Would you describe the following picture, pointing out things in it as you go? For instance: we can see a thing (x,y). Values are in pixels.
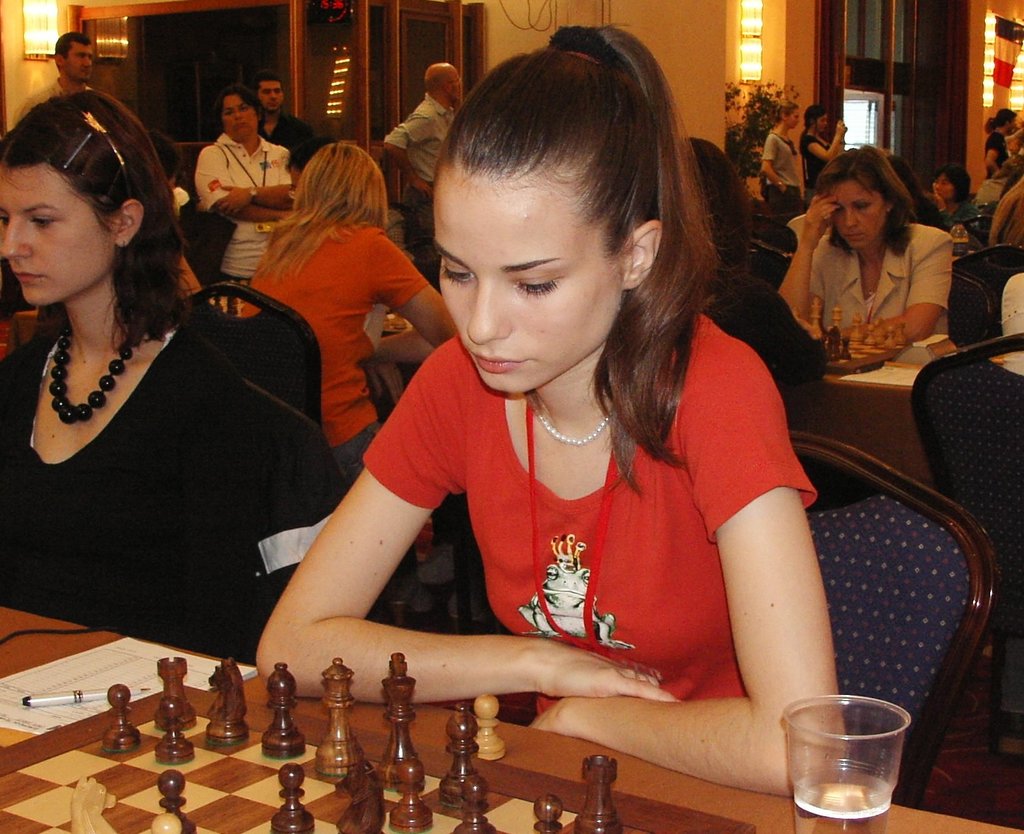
This is a picture taken in a chess competition. In the foreground of the picture (529,796) there is a table (741,803) and a chess board (241,770) and a pen (80,701) and paper (114,667). There are two women (442,421) sitting in chairs (910,558). In the background (860,33) there are windows (865,38), doors (305,42) and lights (749,56). In the center of the image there are many people (897,263) seated. On the right (763,144) there are people (816,118) standing. On the right of the foreground (876,785) there is a glass (892,784).
